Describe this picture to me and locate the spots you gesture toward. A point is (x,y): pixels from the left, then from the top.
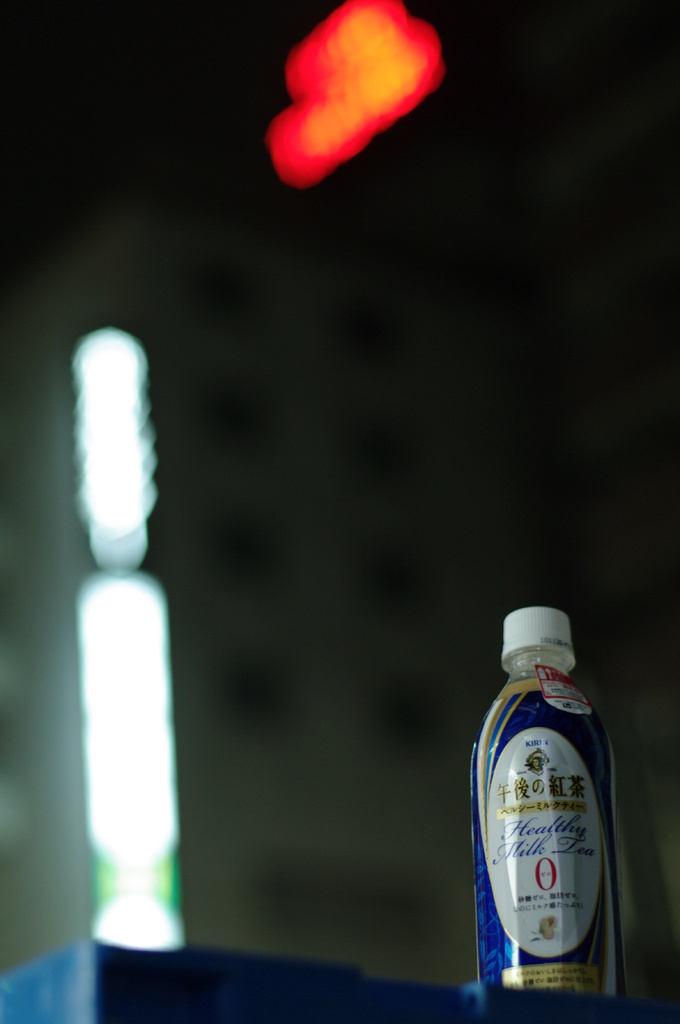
Background of the picture (367,430) is very blurry. Here at the top (382,36) it seems like a light (371,90). We can see a bottle (564,712) with a white colour cap (544,626) on the table (317,998).
